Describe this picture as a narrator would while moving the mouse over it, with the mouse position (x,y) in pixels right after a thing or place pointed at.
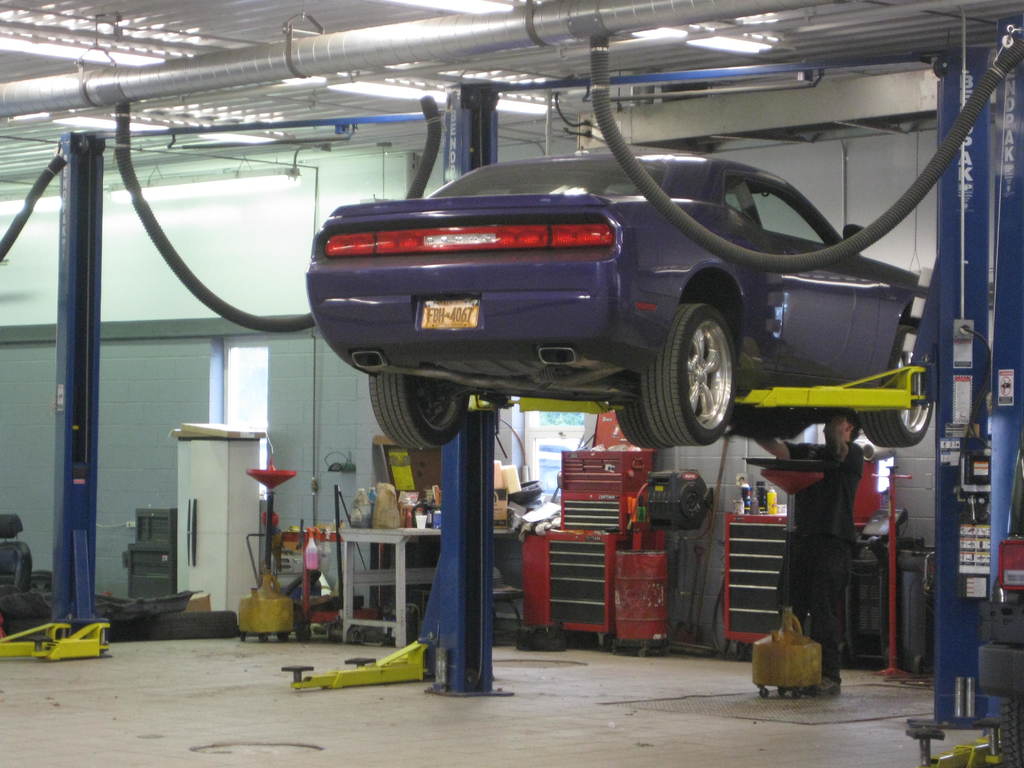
In this image there is floor (446,713) at the bottom (456,716). There is roof (613,41) at the top (368,75). There is a car (662,324) in the middle (677,323) and There is a person (831,517) and it looks like there are metal pillars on the right corner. There are objects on the left corner (99,643). There is a table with objects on it and there is a wall (834,207) in the background (828,193).
